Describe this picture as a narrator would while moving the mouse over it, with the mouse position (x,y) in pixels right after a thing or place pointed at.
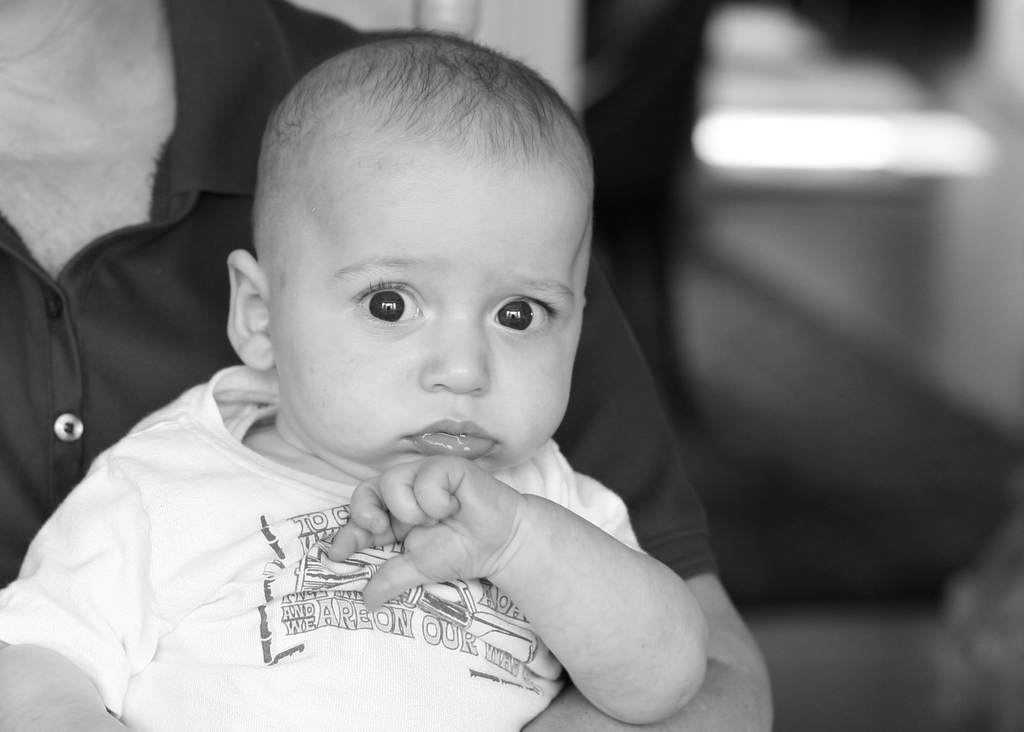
In this image I can see one person (43,466) is holding a baby (512,336) and I can also see this image is black and white in color.
